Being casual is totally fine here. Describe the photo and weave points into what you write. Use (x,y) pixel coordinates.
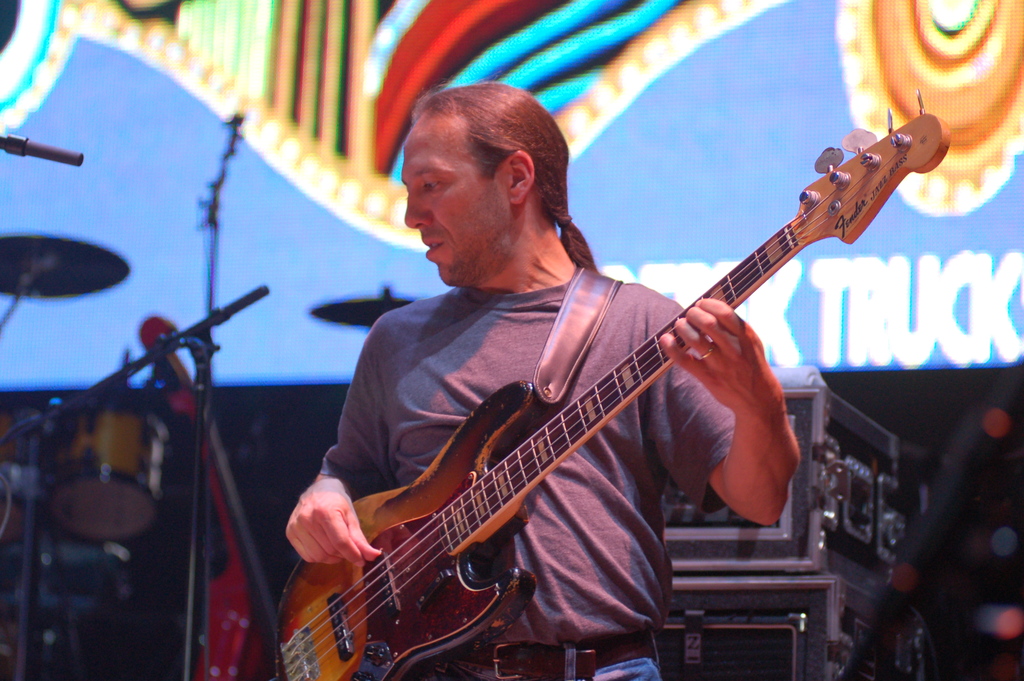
In this picture we can see a man (632,332) standing and playing a guitar (469,464). On the background (603,93) there is a screen (726,109). These are the musical instruments (143,411).
